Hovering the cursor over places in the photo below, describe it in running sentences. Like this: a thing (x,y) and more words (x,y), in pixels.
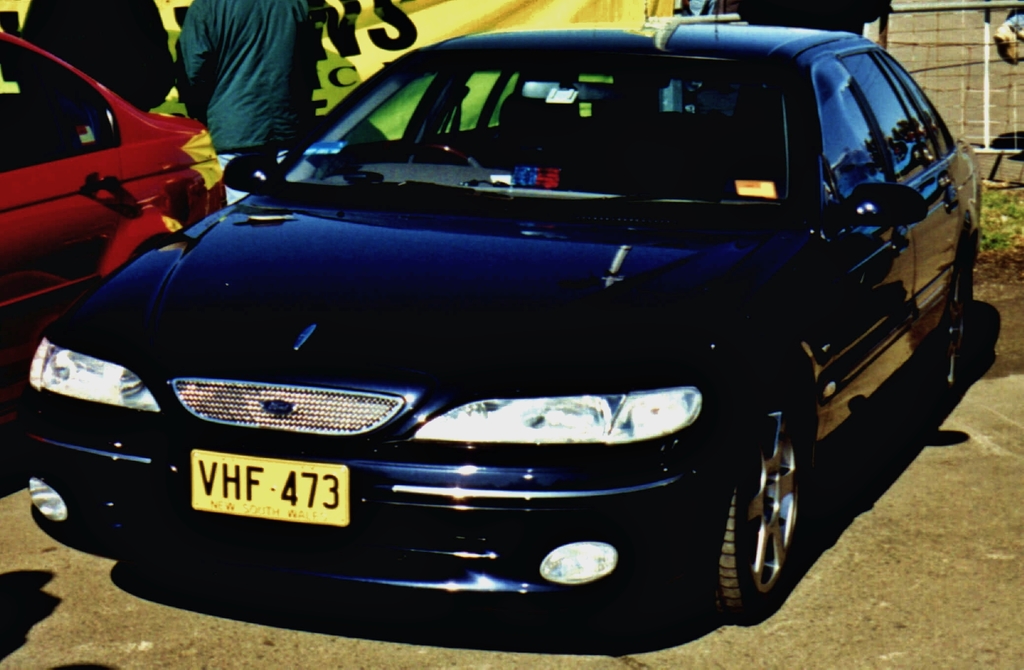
In this image I see 2 cars (393,225) in which this car (69,124) is of red in color and this car (307,236) is of blue in color and I see alphabets (254,482) and numbers (311,506) on this yellow color plate (231,474) and I see 2 persons (274,135) over here and I see the ground (62,625). In the background (364,23) I see the yellow color banner (394,19) on which there are alphabets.
